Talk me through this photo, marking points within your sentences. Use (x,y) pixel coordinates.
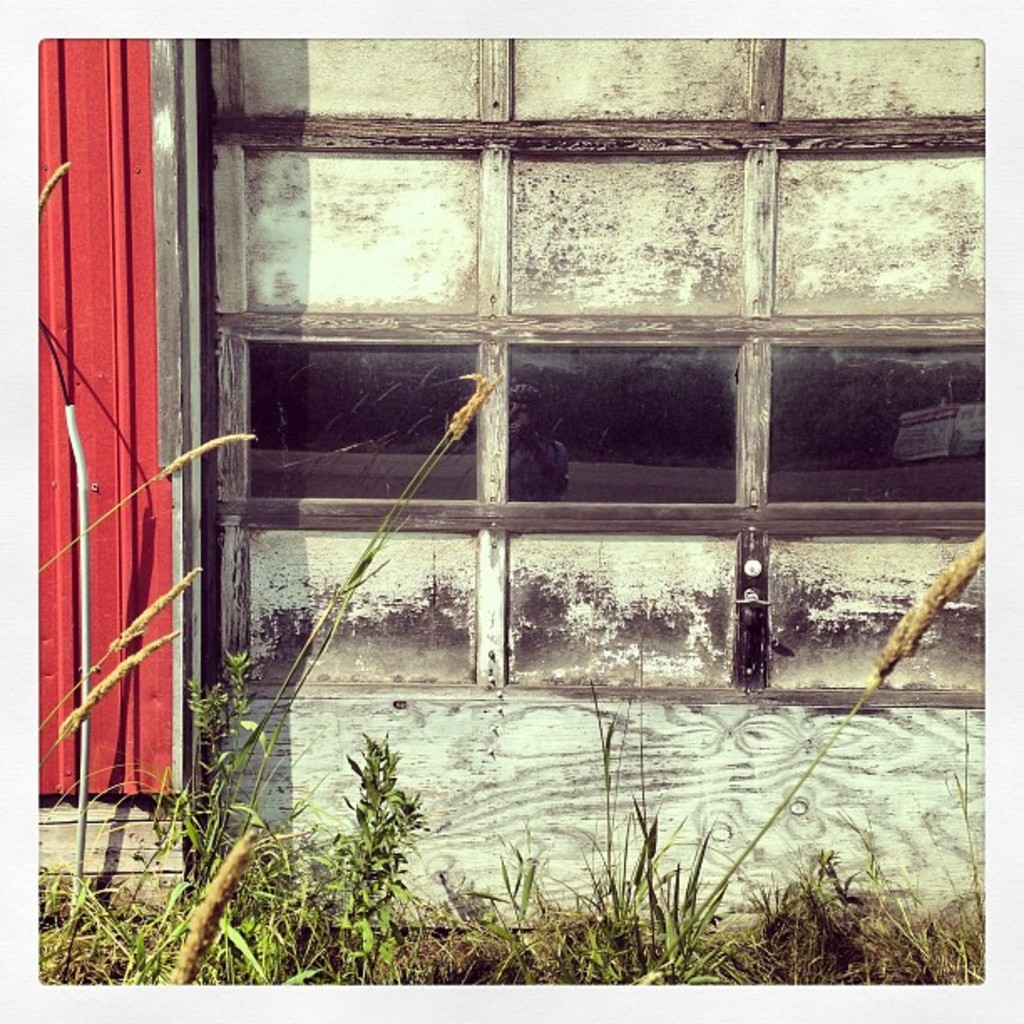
In the center of the image (558,453) we can see the wooden wall (319,180), glass (614,468), red color sheet (133,507), wooden door (445,816) and grass (275,925).
